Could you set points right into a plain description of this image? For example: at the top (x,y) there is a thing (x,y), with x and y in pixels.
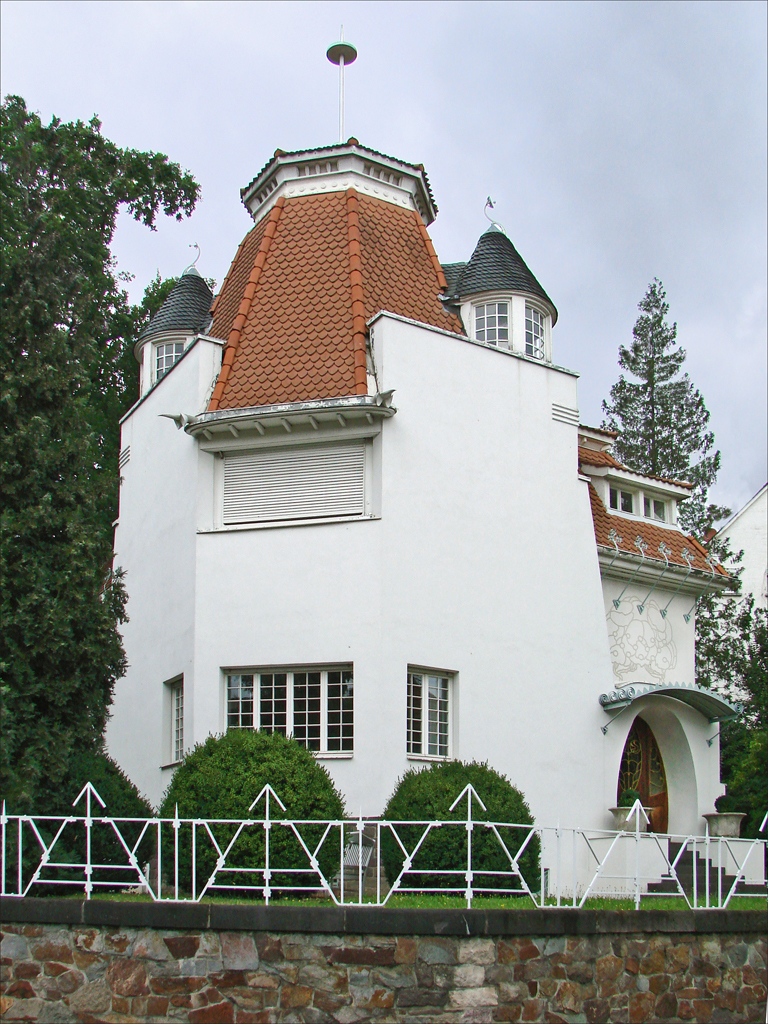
In this image I see a building (295,395) and I see the fencing (708,891) and I see the wall (487,925) over here and I see the grass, bushes (282,851) and the trees (15,112). In the background (616,349) I see the sky (577,158).
